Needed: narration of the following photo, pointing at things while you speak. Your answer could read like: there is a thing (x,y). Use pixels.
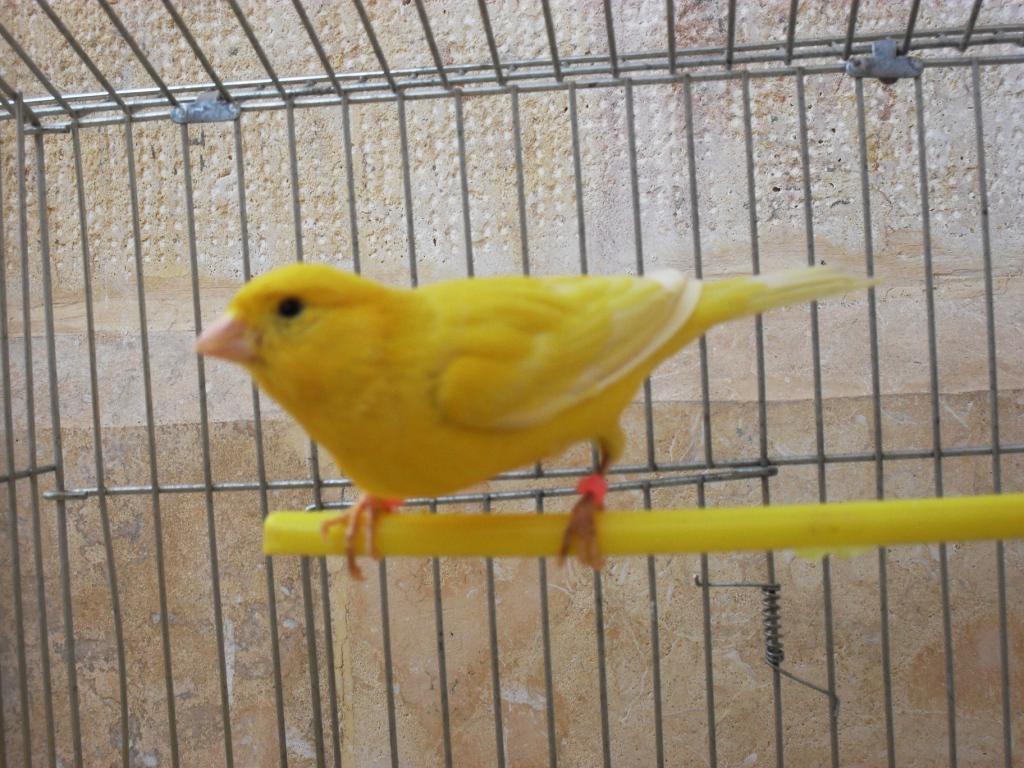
In this picture we can see the yellow color canary bird (457,458) is sitting on the yellow stick (600,541). Behind there is a steel cage (304,575) and beige wall (114,231).
